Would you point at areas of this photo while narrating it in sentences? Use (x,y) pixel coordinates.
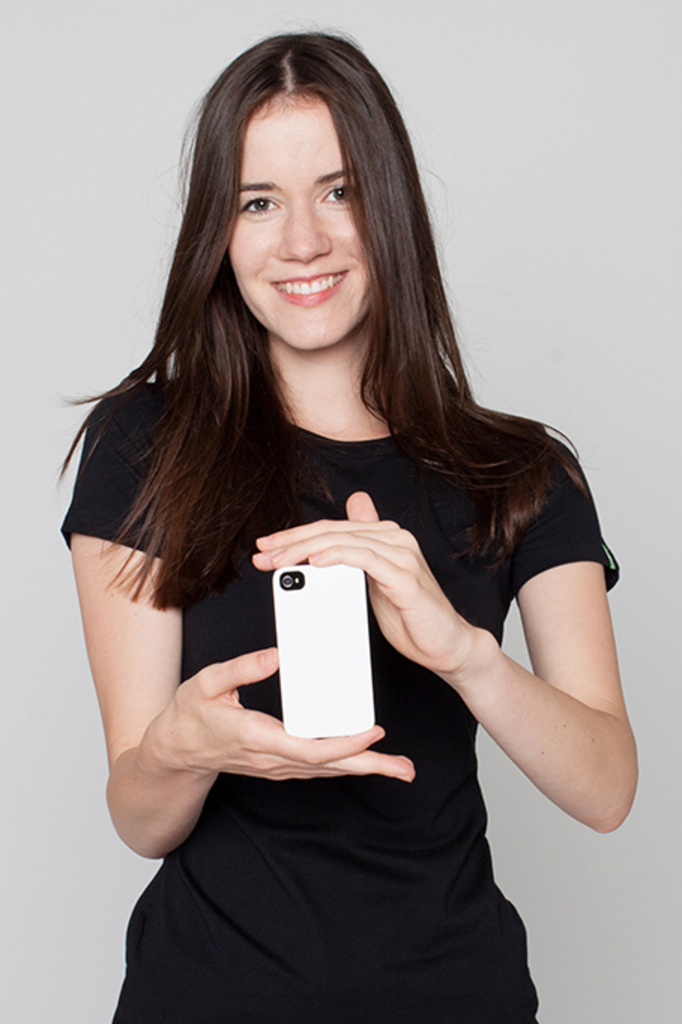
In this picture we can see a women (400,295), she is standing and smiling, she is holding a mobile (291,717) in her hands (229,724).
